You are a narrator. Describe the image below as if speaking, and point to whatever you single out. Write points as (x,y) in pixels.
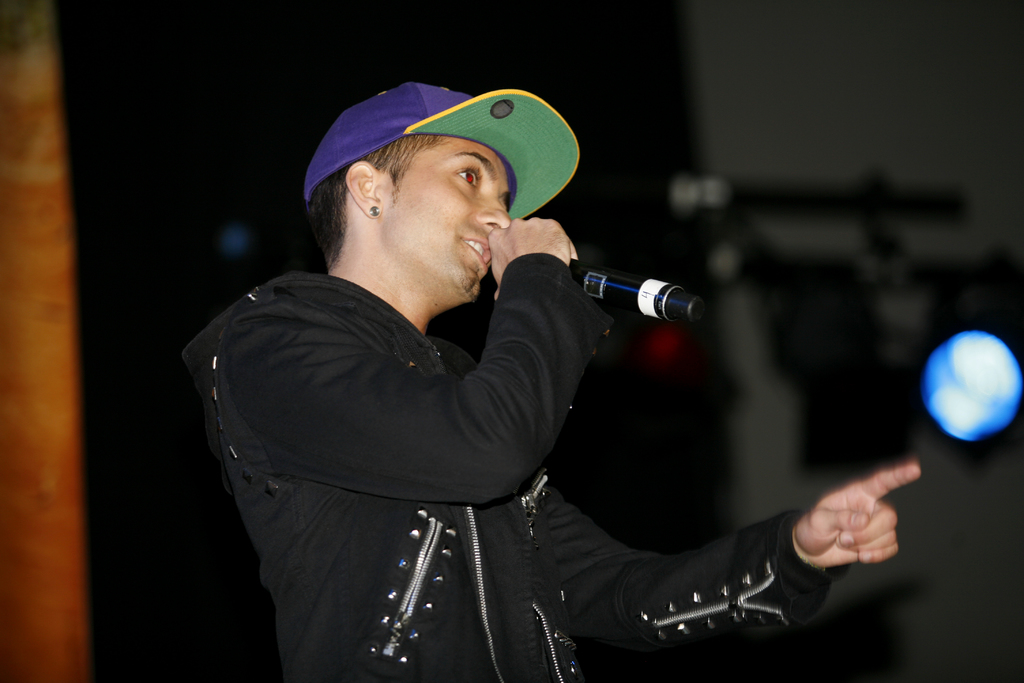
In this picture we can see a person (339,310) wearing a cap (487,135) and holding a microphone (648,309) in his hand (555,246). We can see a blue light (975,374) and other objects (692,198) in the background (705,186). Background (109,321) is blurry.
